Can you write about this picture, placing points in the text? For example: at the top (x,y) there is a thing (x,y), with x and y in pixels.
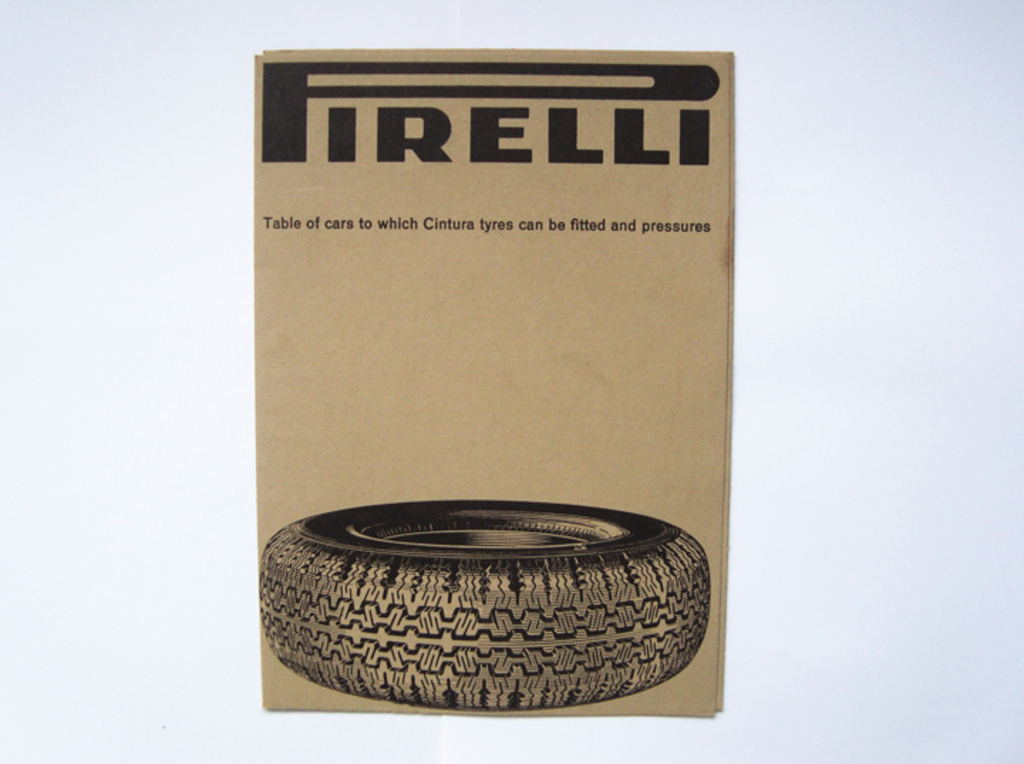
In this image there is a cardboard (483,391), there is a tyre (409,599), text (435,154) on the cardboard (471,192).
